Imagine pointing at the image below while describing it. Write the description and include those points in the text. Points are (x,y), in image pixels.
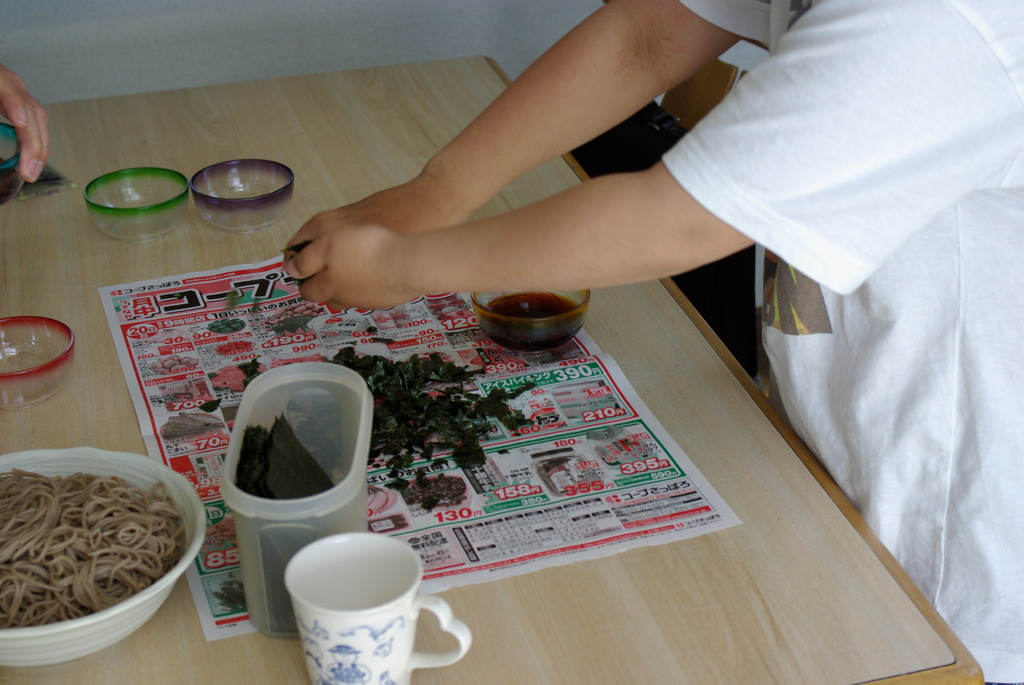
In this picture we can observe a table (270,684) on which there is a paper (227,609), cup (352,569), bowl (162,579) and some glass bowls (167,219). In front of the table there is a person (873,235) standing, wearing a white color t-shirt (862,188). In the background (485,48) there is a wall (192,47).
